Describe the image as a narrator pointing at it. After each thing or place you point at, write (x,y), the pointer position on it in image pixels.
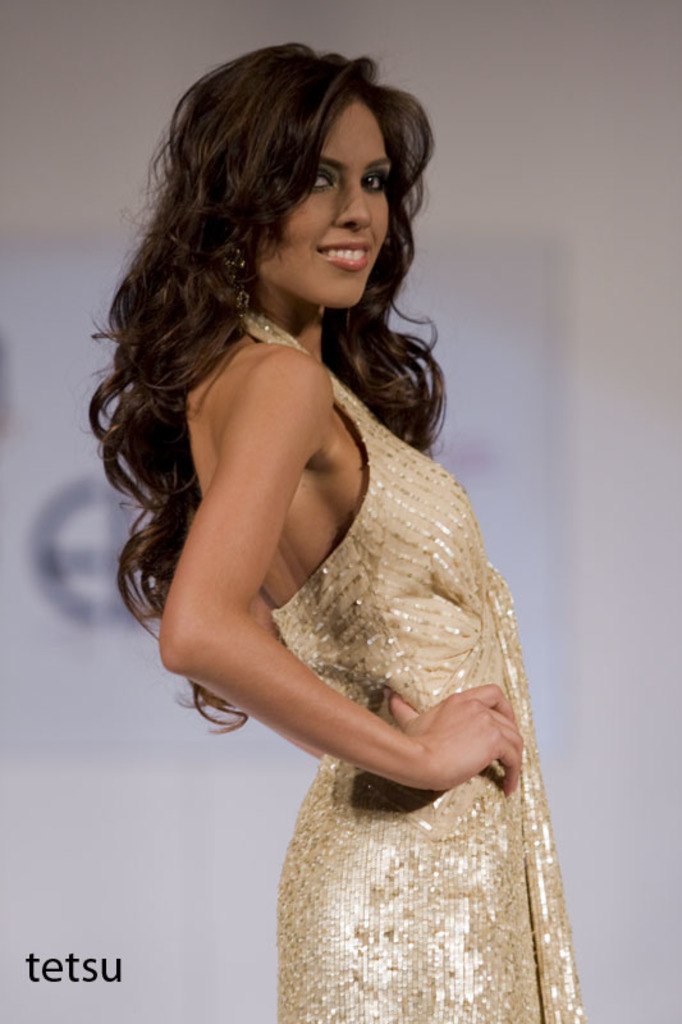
In this image, we can see a woman (470,844) standing, in the background (95,582) we can see a poster (20,478) on the wall (671,238).
